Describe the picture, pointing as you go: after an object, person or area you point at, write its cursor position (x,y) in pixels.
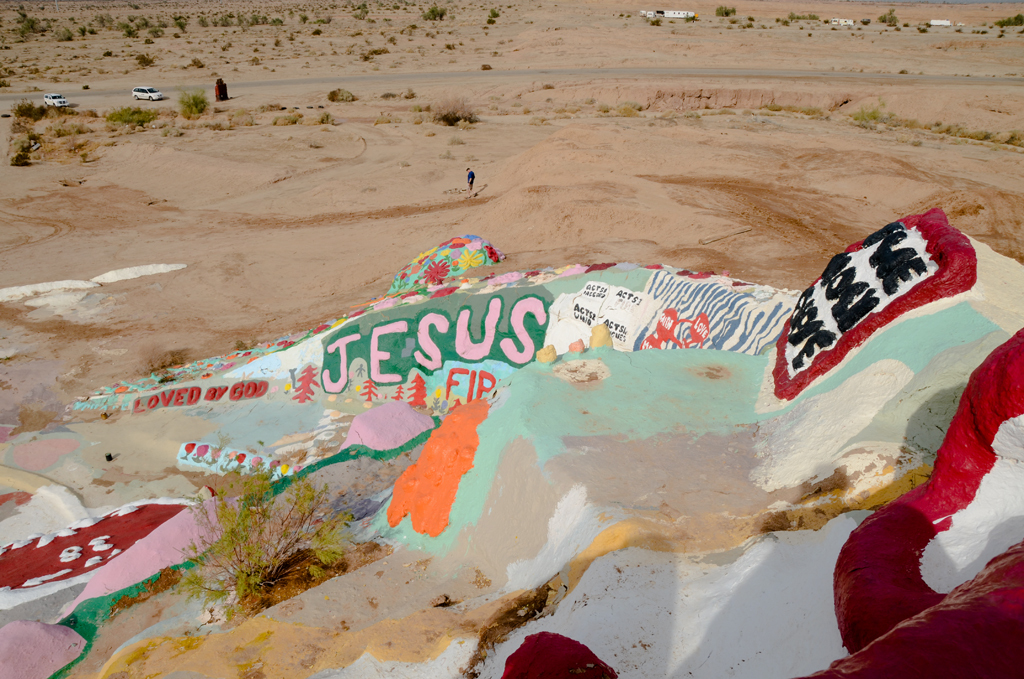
These are the different kinds of colors on a sand (587,450), in the middle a person (473,175) is standing in the left side (163,95) there are 2 vehicles (148,94) which are in white color.
